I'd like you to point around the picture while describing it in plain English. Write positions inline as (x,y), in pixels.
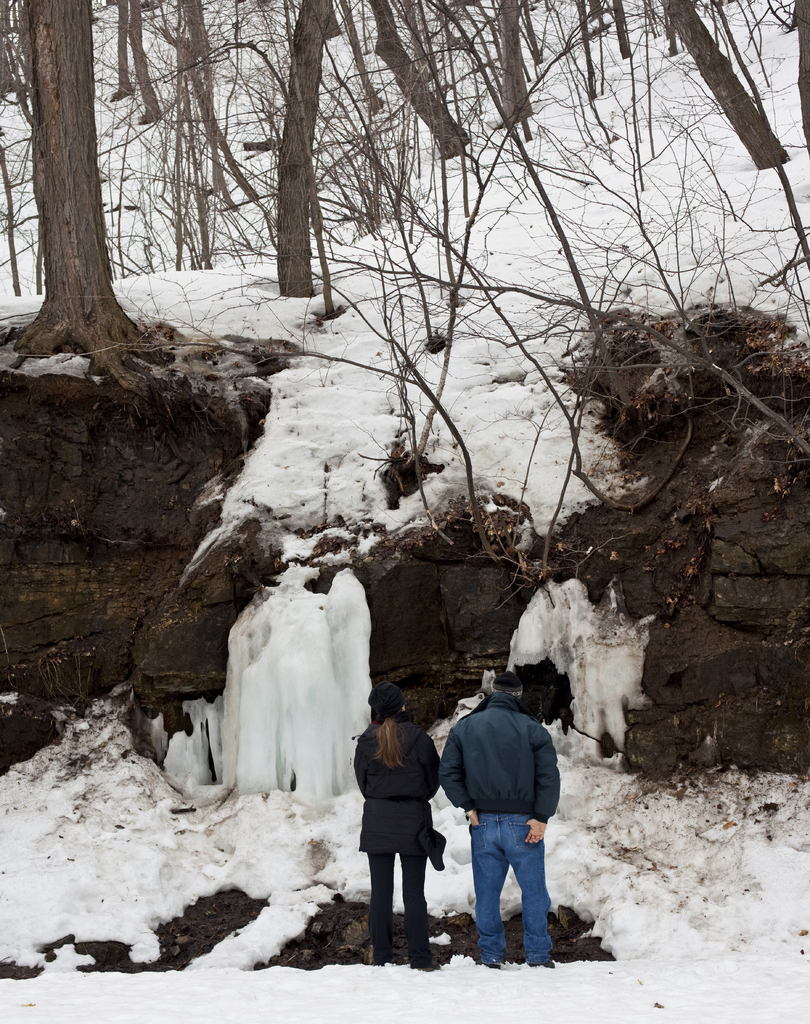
In this image I can see two people (415,832) are standing and I can see both of them are wearing jackets (516,720) and caps (376,707). I can also see snow (604,908) on ground (338,276) and number of trees (39,177).
